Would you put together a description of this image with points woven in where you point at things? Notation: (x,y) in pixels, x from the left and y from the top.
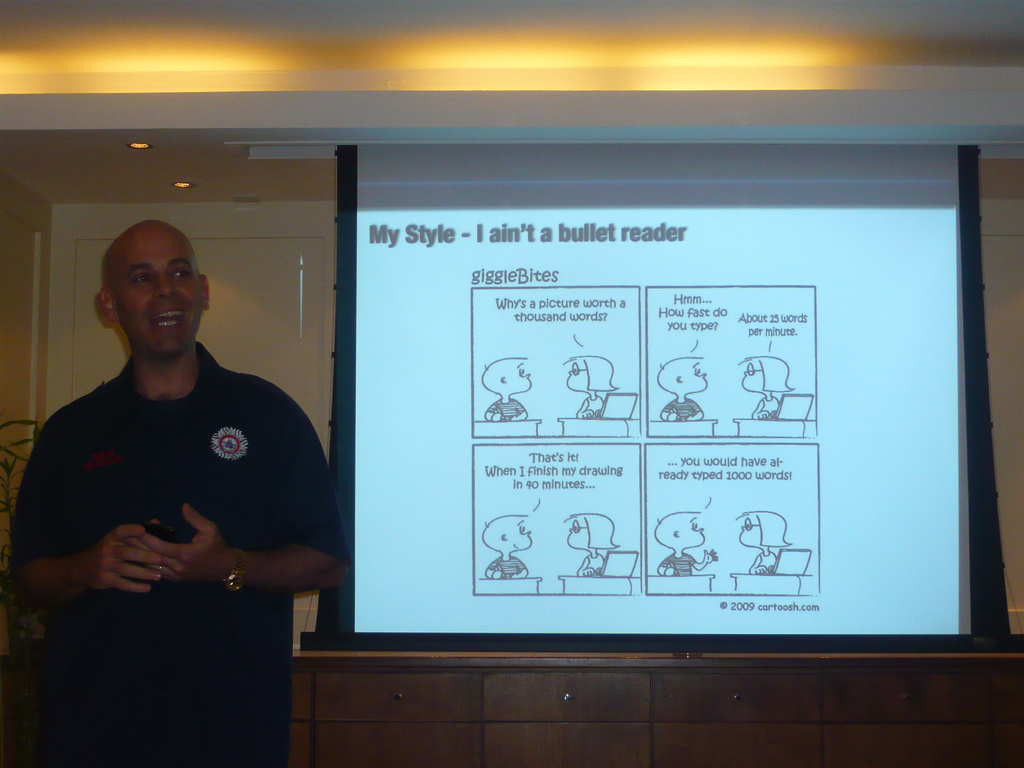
In this picture towards left (188,525) there is a person (157,493) standing and talking. In the center of the picture (492,340) there is a projector screen (604,437). At the bottom (615,706) there are closets (445,698). At the top (144,170) there are lights (183,184), door (309,276) and ceiling (289,88).
